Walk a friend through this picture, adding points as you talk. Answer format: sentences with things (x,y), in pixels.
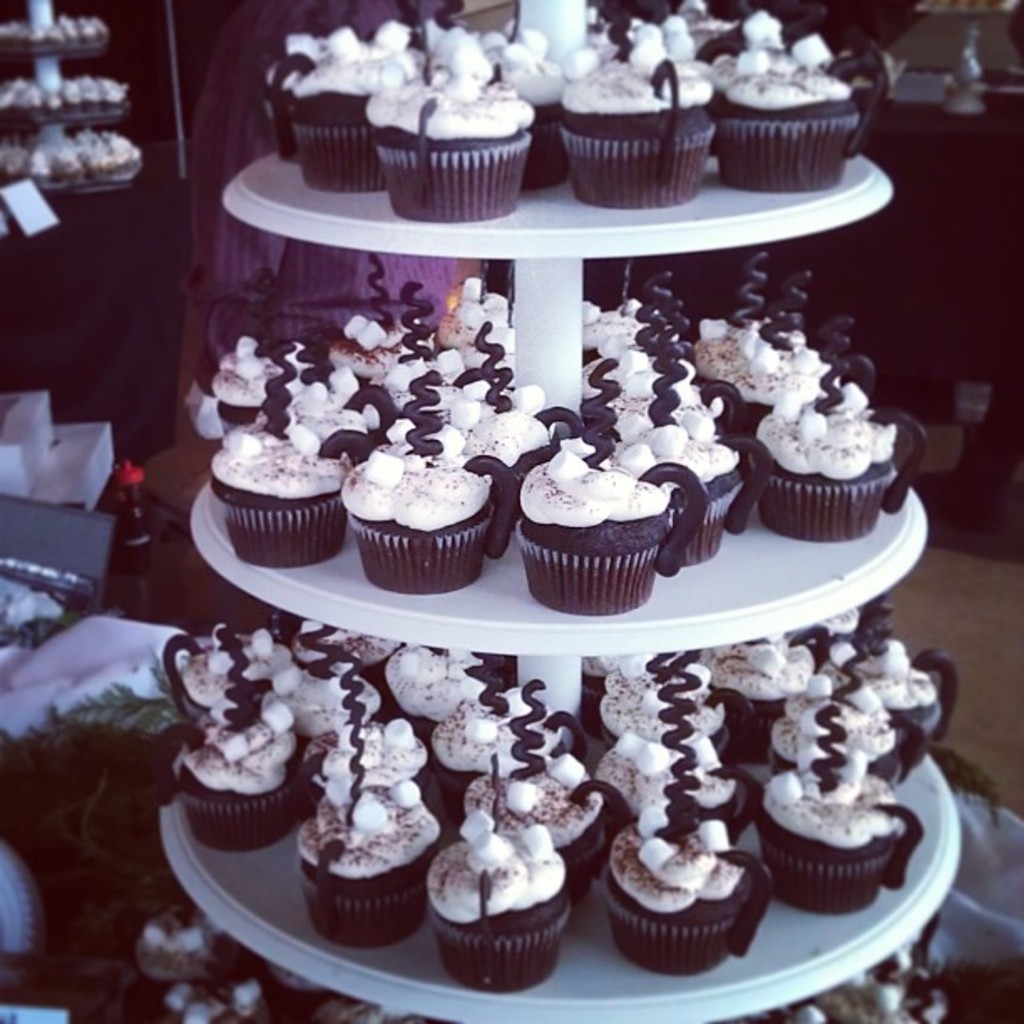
Here we can see muffins (612,587). There is a bottle (126,466), box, and plant (158,721). This is floor (977,683) and there is a dark background (987,430).
